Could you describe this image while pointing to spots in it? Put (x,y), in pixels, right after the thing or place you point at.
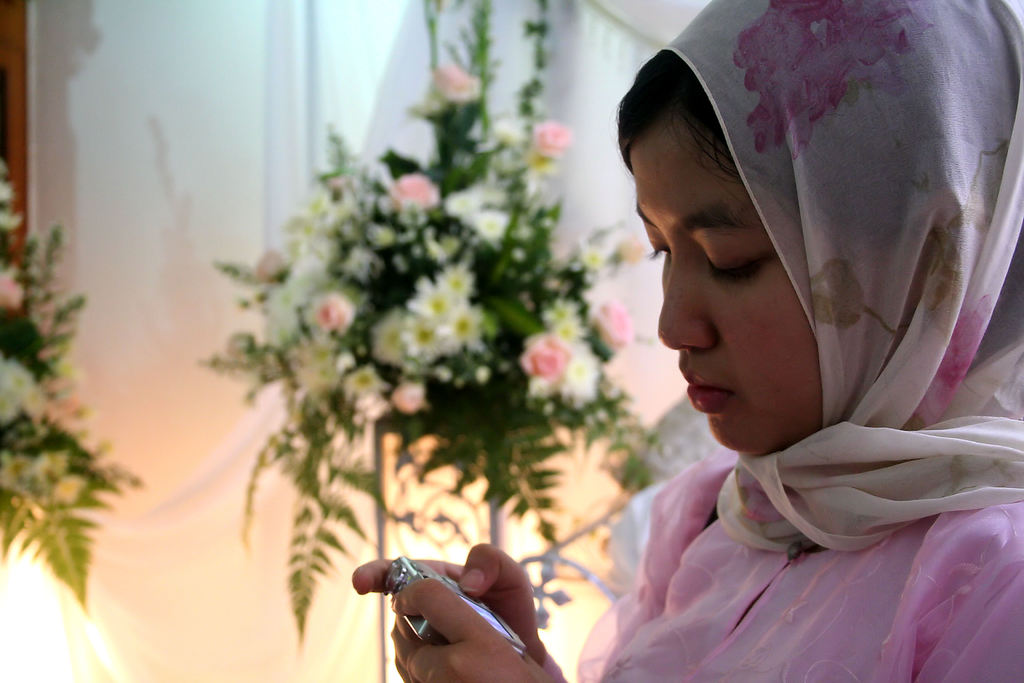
In this picture we can see a woman (655,522) holding a camera (404,563) with her hands (451,567) and in the background (83,551) we can see flowers (588,380).
